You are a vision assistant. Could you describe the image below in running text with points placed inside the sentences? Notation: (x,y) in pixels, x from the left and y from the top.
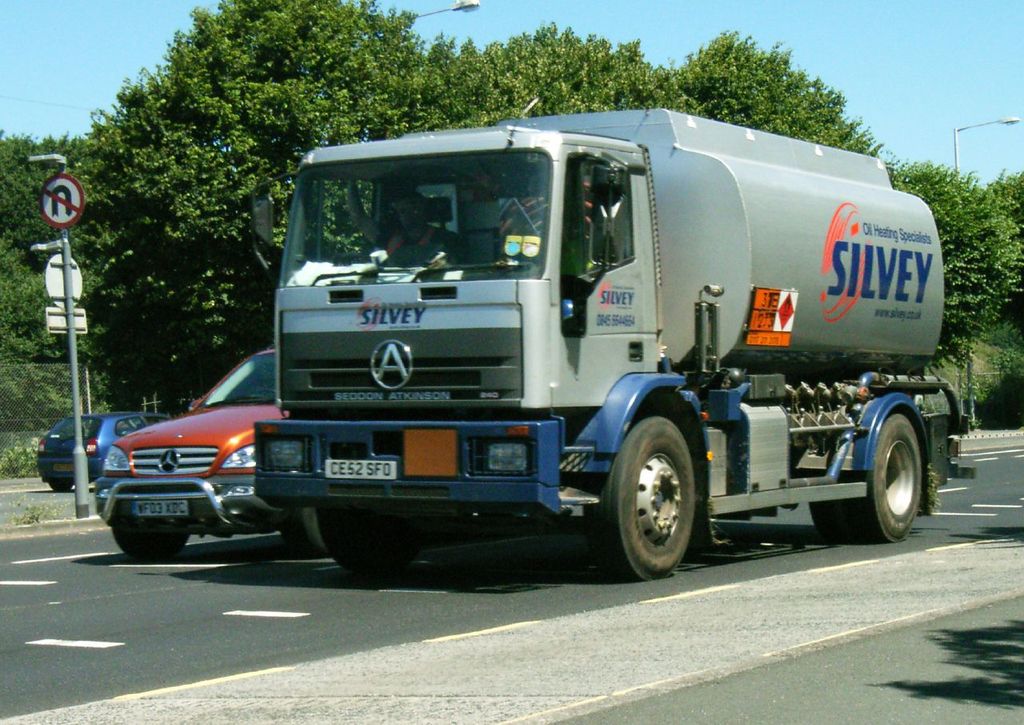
In the image we can see on the road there are vehicles (418,389) which are moving and there is a truck (494,460) and a car (164,502) and on footpath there is a sign board pole (70,179) and behind there are lot of trees (538,57) and there are street light poles (441,12) on the road (206,637).
